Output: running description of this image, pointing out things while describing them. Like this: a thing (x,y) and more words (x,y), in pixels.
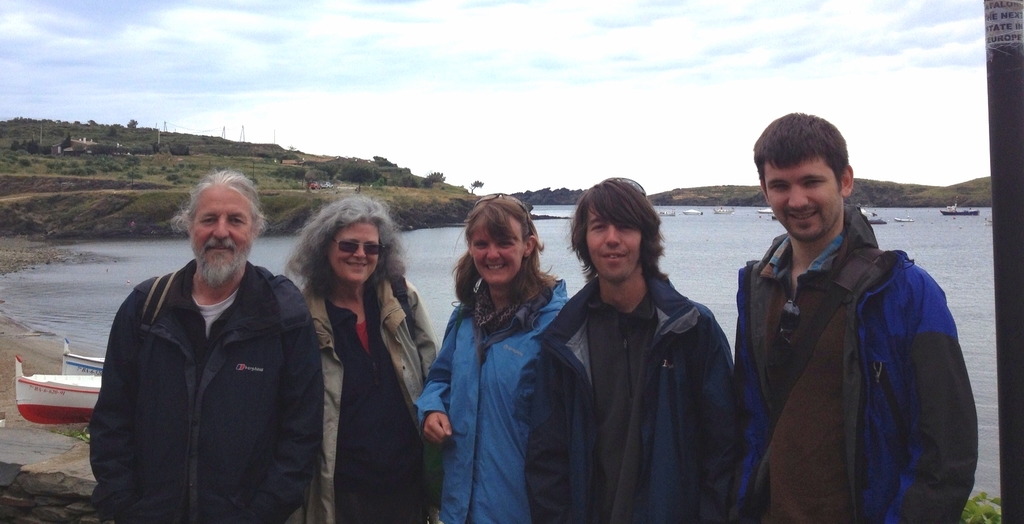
In this image there are few people (466,377) standing. One lady (363,294) is wearing goggles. In the back (710,265) there is water (723,262). On the water (707,210) there are boats (727,211). In the background (259,183) there are hills (270,192). Also there are trees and there is sky (472,64) with clouds (362,55).
